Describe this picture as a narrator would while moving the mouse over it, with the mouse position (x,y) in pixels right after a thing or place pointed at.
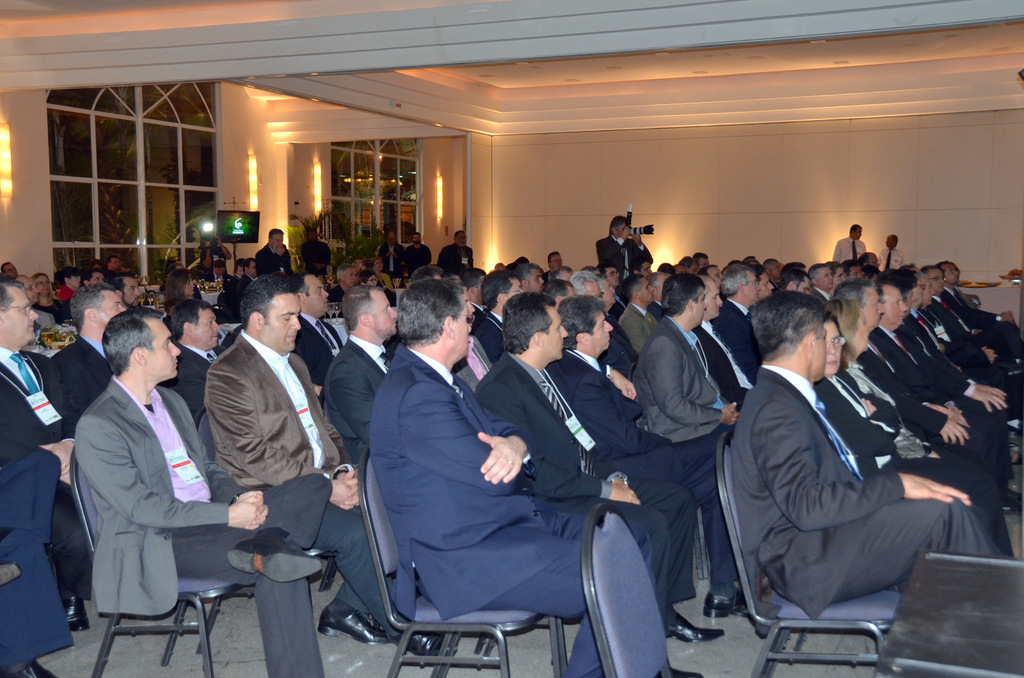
In this picture we can see some people (264,288) are sitting on chairs (618,555), in the background (611,248) there are some people (469,248) standing, a person (624,223) in the middle (628,241) is holding a camera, on the left side (195,181) we can see glasses (386,186), lights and a screen (243,217).
